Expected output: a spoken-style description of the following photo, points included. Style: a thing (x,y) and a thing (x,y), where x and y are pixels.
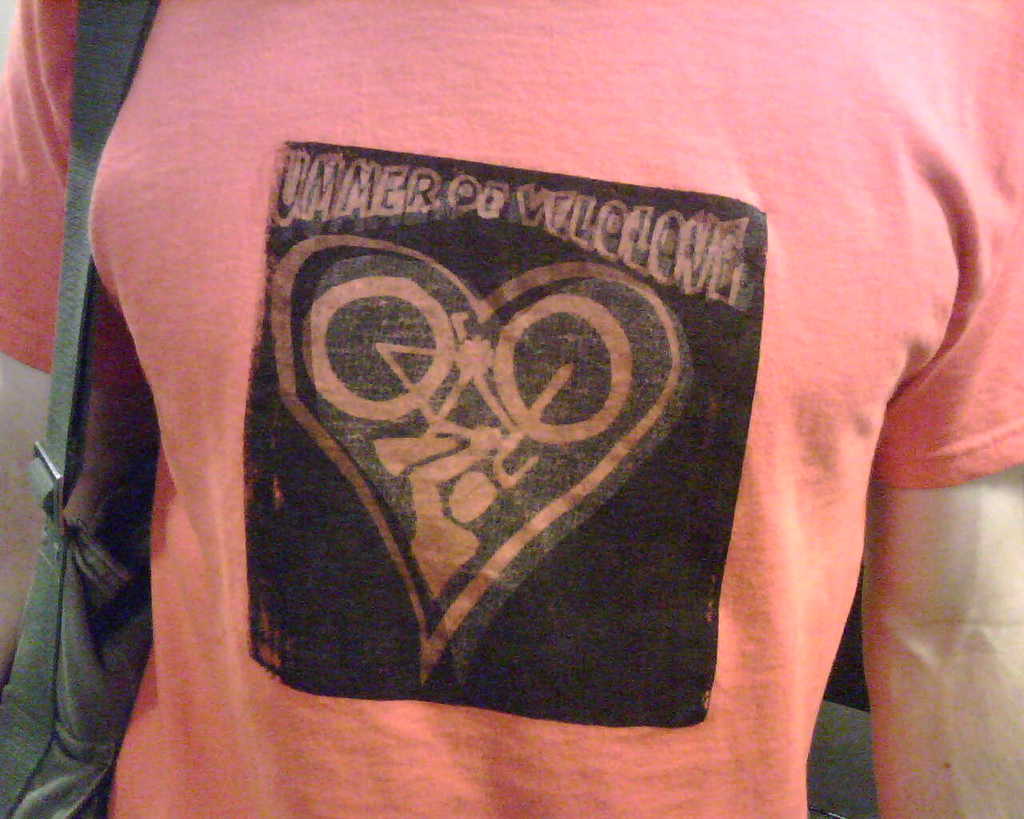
In this picture I can see a person (512,564) wearing t-shirt (289,568) on which we can see a image (484,507) and some text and also I can see a person (480,469) holding bag (27,764).
